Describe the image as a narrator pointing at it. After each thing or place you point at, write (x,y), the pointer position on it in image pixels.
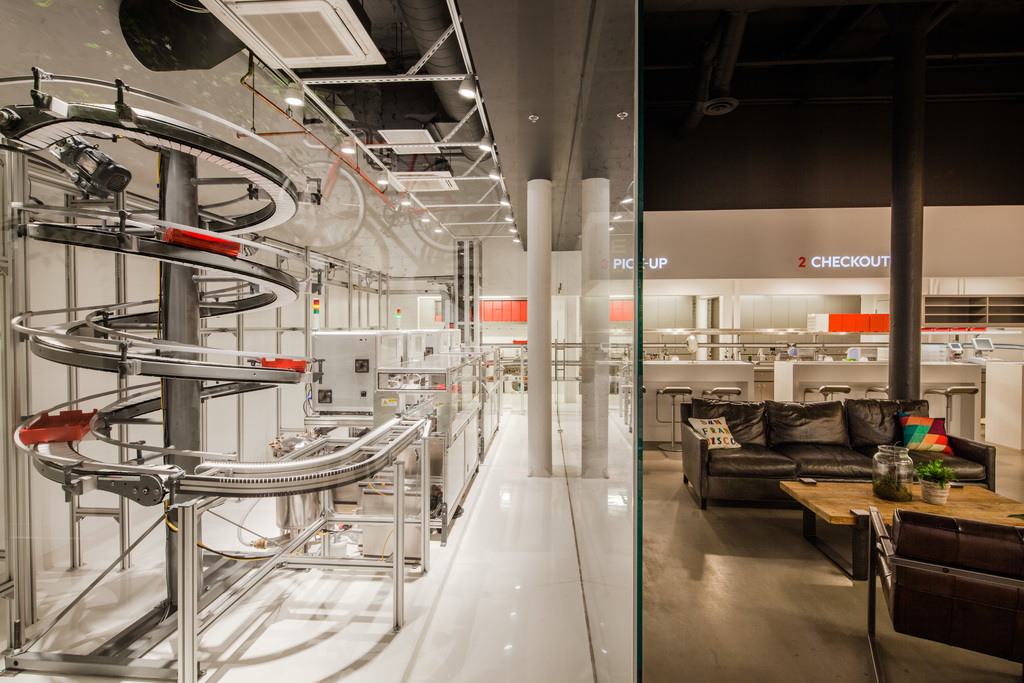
This picture shows the inner view of a building (725,30). There are some lights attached to the ceiling (521,105), some lights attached to the rods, some objects (726,47) attached to the ceiling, one black pillar (896,352), some chairs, one white pillar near the glass wall (562,351), some objects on the floor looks like machines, one black sofa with two pillows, one chair (949,580) near the wooden table (956,492), one wooden table (939,505) near the sofa (895,425), one plant (931,473) with pot (937,491) on the table (1007,509), some objects (890,494) on the table (965,492), some white objects (1011,366) looks like tables (1005,378), some objects (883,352) on the surface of the floor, some objects (493,319) attached to the wall (572,305), some objects (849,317) on the floor (464,560) and some text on the wall (885,294).
